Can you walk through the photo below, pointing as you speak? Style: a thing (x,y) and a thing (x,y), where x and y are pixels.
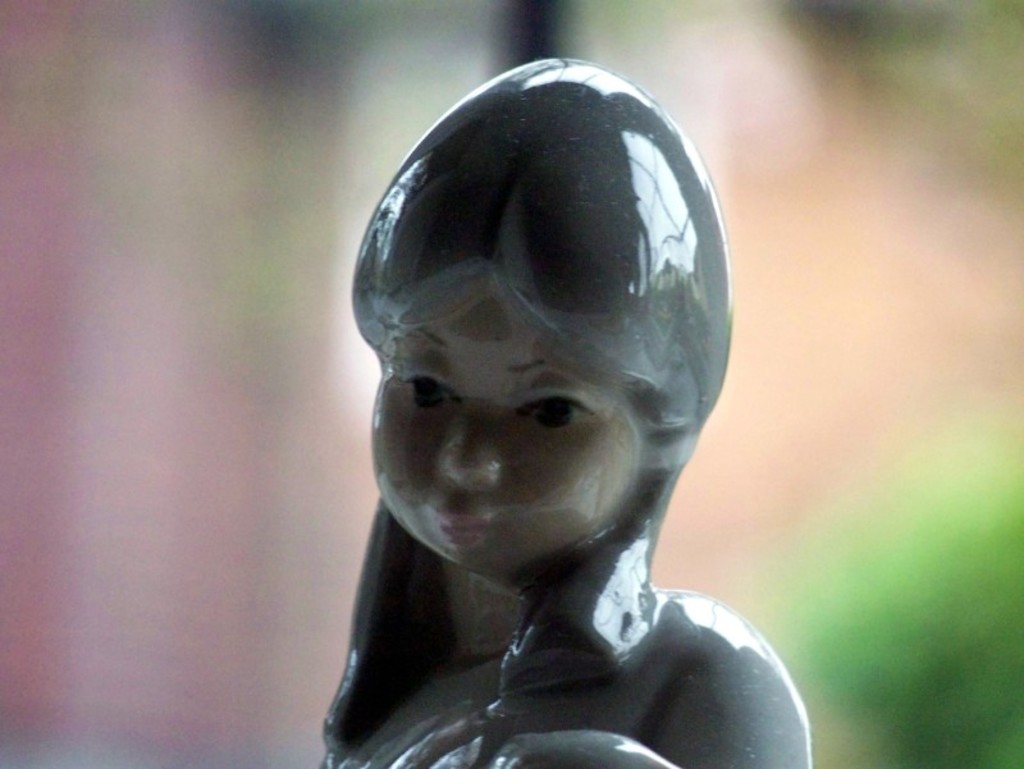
In this image, this looks like a ceramic sculpture (581,524) of the woman (546,585). The background (238,108) looks blurry.
